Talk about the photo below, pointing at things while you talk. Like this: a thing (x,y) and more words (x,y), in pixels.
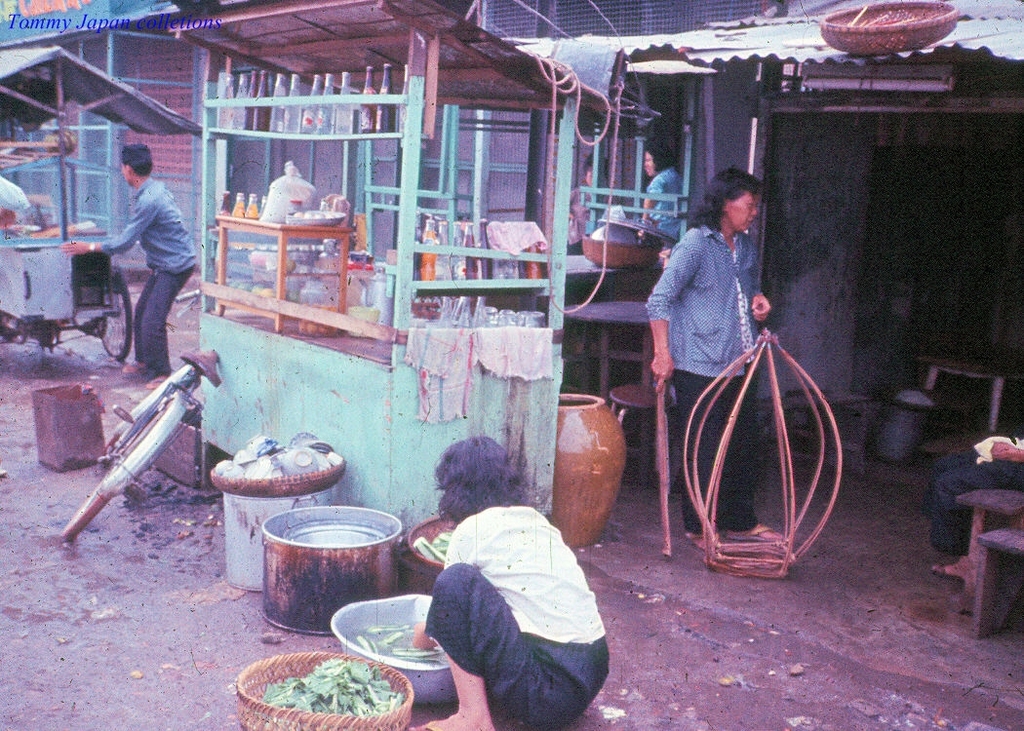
In this image we can see stalls (308,357) and shops (308,357). At the bottom of the image (464,583), we can see a woman (460,450) and utensils (311,538) on the road (81,616). There is a can (62,420) and a bicycle (168,385) on the left side of the image (158,413). On the right side of the image (984,496), we can see tables (1017,538) and a person (997,449). At the top of the image (856,54), we can see a basket (857,34), lights (841,84) and shelters (407,35). We can see so many bottles (426,239) and objects (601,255) are arranged in a stall (342,336).
